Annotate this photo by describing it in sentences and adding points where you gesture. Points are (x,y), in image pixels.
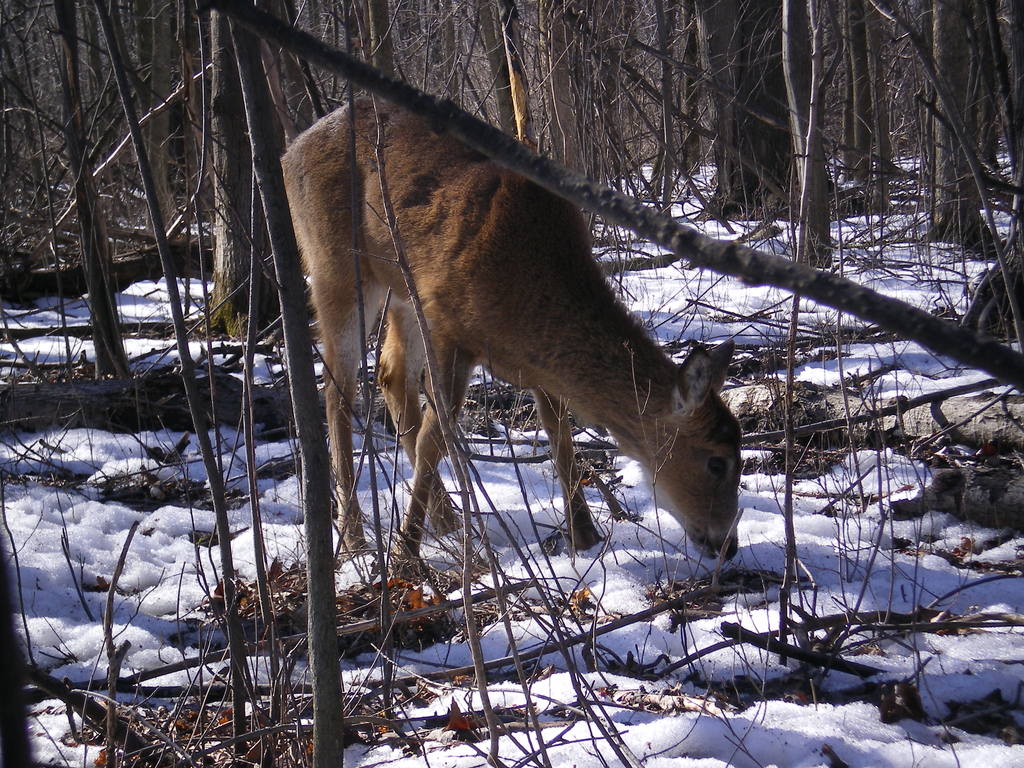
Here we can see an animal (578,355). On this surface (236,463) there is a snow (742,610). Background (945,35) there are dried trees (716,39).
